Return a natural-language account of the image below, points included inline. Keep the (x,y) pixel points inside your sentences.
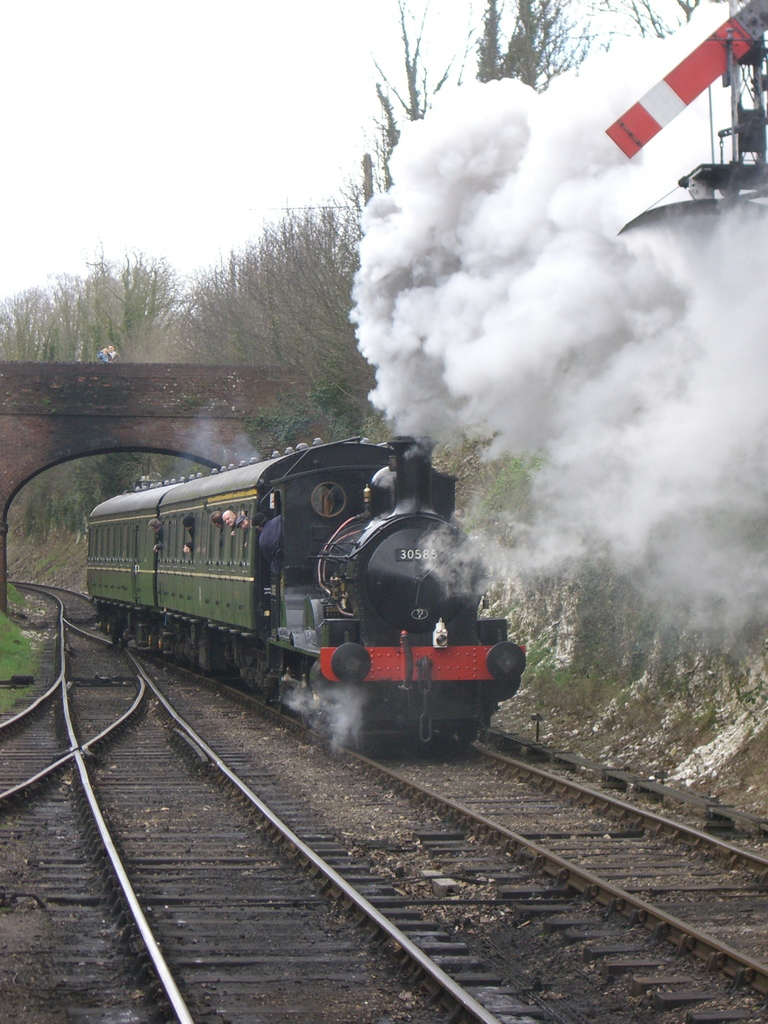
As we can see in the image there is a railway track (258,818), train (336,677), smoke (601,336), trees (71,316) and sky (433,4).
